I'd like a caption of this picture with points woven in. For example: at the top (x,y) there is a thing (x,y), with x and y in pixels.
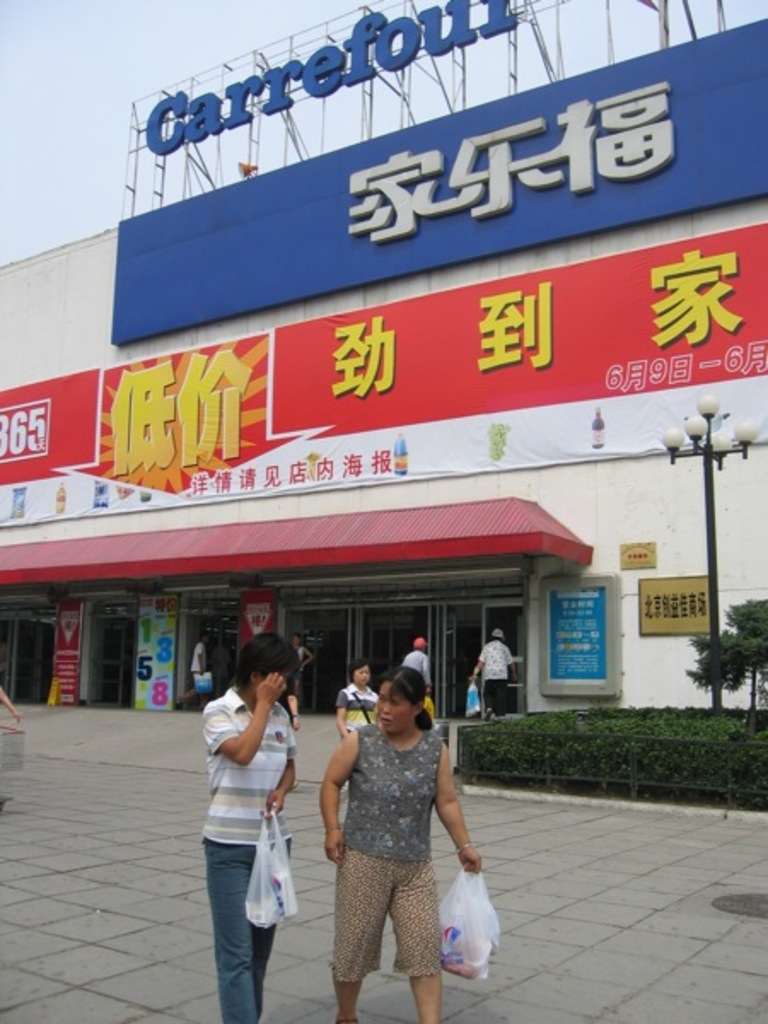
In this picture we can see two people (440,754), holding plastic bags (279,846) with their hands (338,839), walking on the ground (581,896) and at the back of them we can see some people (423,653), plants (616,721), posters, light pole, building (82,310), hoarding (377,201), some objects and in the background (50,115) we can see the sky (116,45).
